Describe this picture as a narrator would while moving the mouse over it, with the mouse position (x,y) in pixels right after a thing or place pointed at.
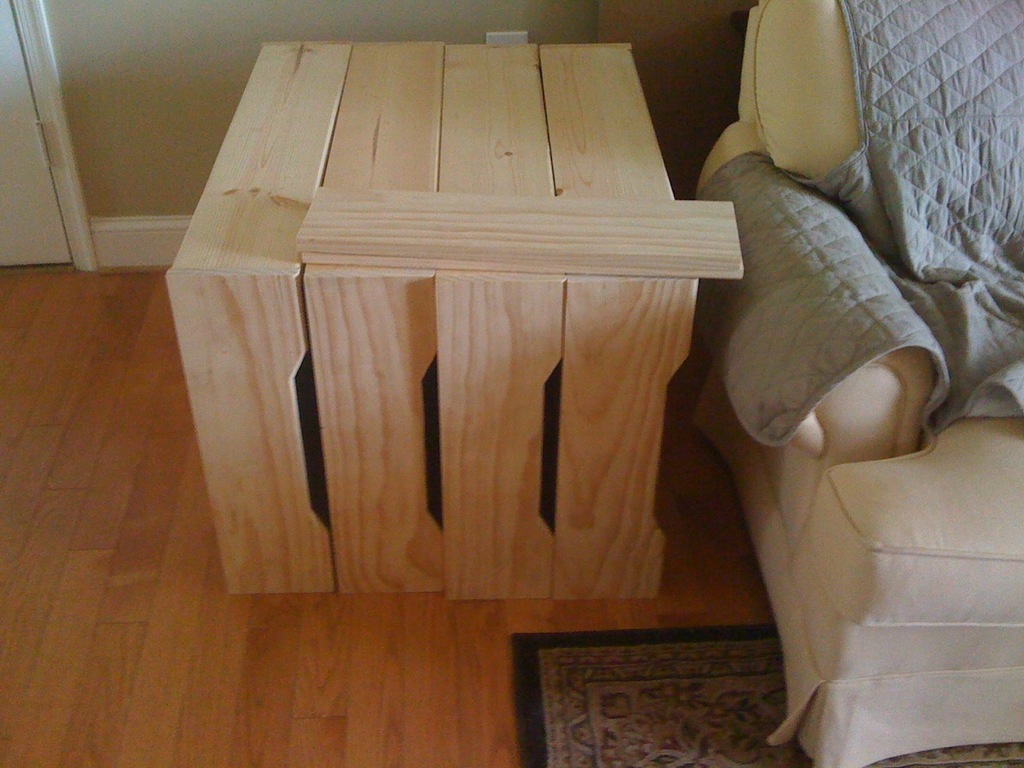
In the picture there is a wooden object (434,260) and beside that there is a sofa (844,152), in the background (233,29) there is a wall (139,52) and beside the wall (124,50) there is a door (30,107).
